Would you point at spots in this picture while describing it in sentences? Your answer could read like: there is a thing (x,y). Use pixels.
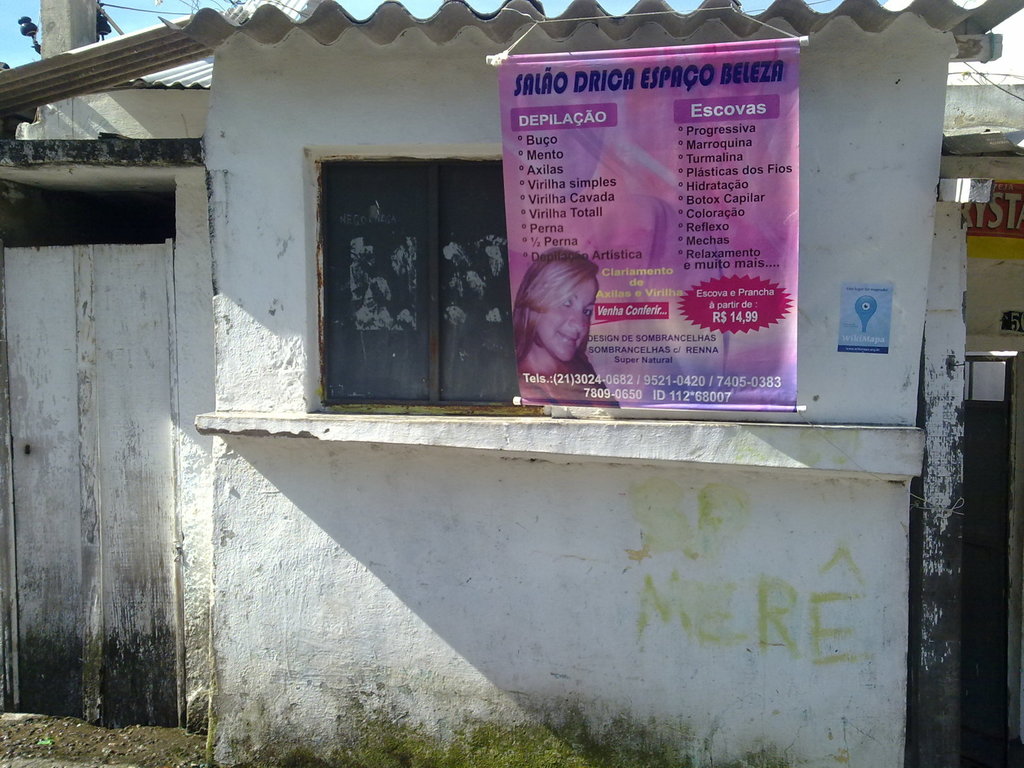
In this image we can see a house (323,375) with a roof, windows (367,354) and a door (165,364). We can also see a banner (690,391) with some text (518,88) on a wall (718,503). On the backside (82,42) we can see a pole (82,6) and the sky (363,8).
